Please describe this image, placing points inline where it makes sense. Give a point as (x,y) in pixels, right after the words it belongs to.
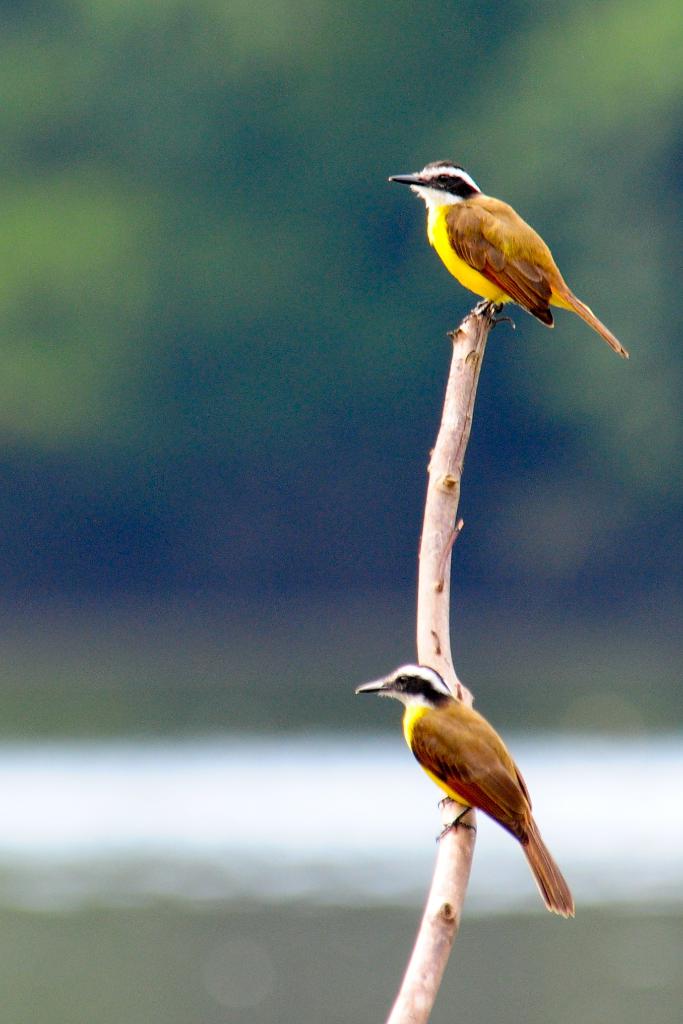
There are two birds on a stick (430,511). In the background (363,787) the image is blur.
